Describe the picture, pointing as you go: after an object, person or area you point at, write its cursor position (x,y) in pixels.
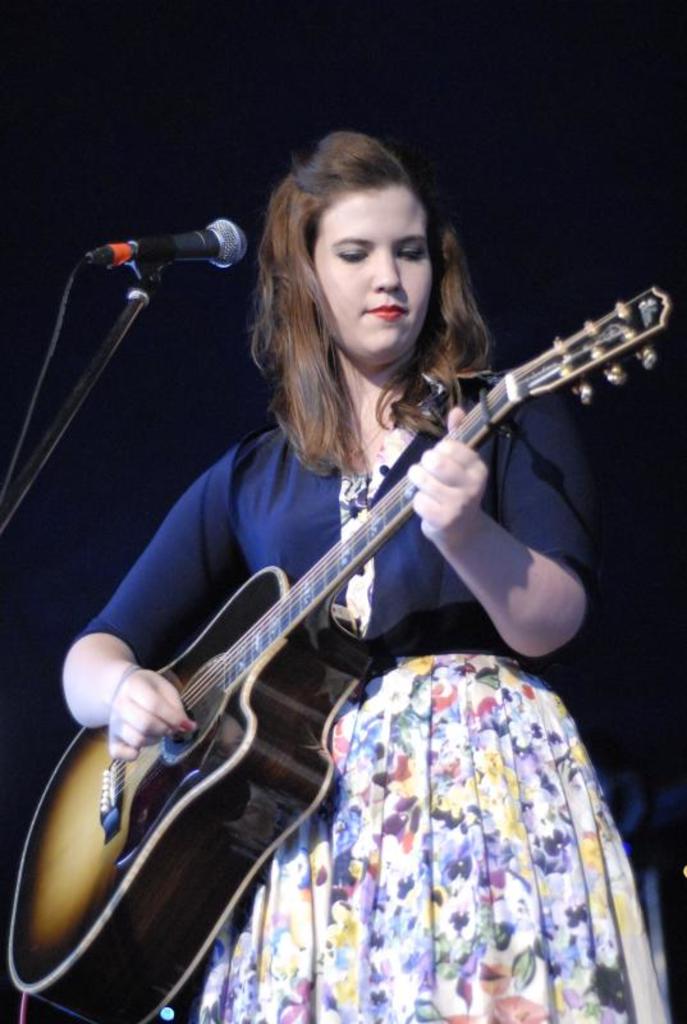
The image is showing a woman (516,495) standing in front of the mic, she is playing guitar (313,801) the background (495,168) is of blue color.
